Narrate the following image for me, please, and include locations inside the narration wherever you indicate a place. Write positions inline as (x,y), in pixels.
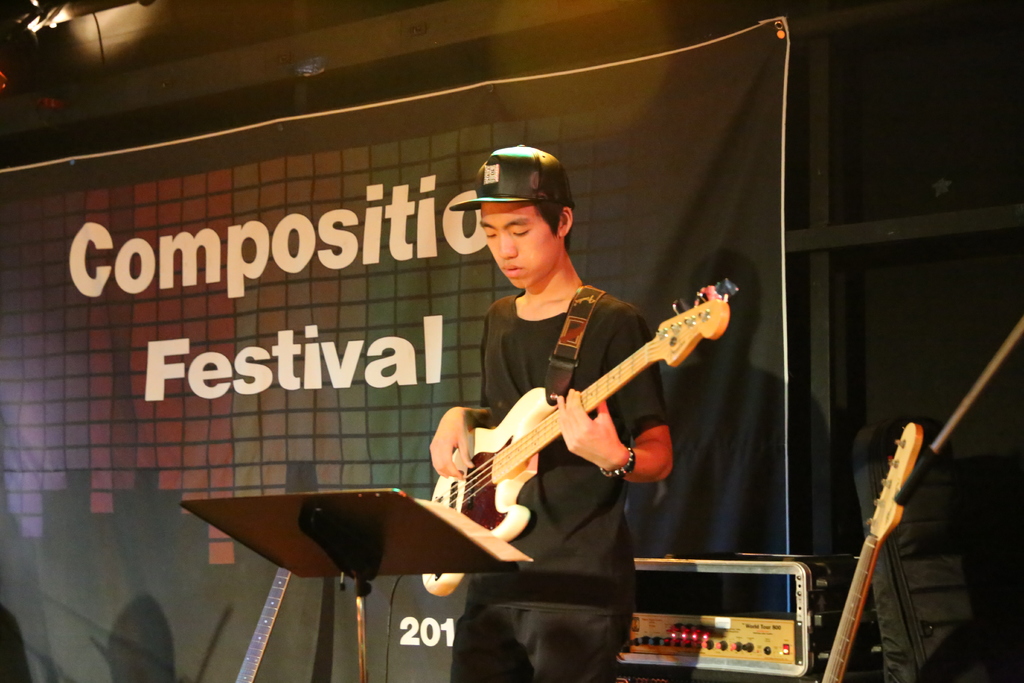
In this picture we can see a person (579,451) playing guitar (512,468). There is a stand (234,516). We can see a device (735,637) on the right side (700,671). There are some lights (18,23) on top (57,2).
